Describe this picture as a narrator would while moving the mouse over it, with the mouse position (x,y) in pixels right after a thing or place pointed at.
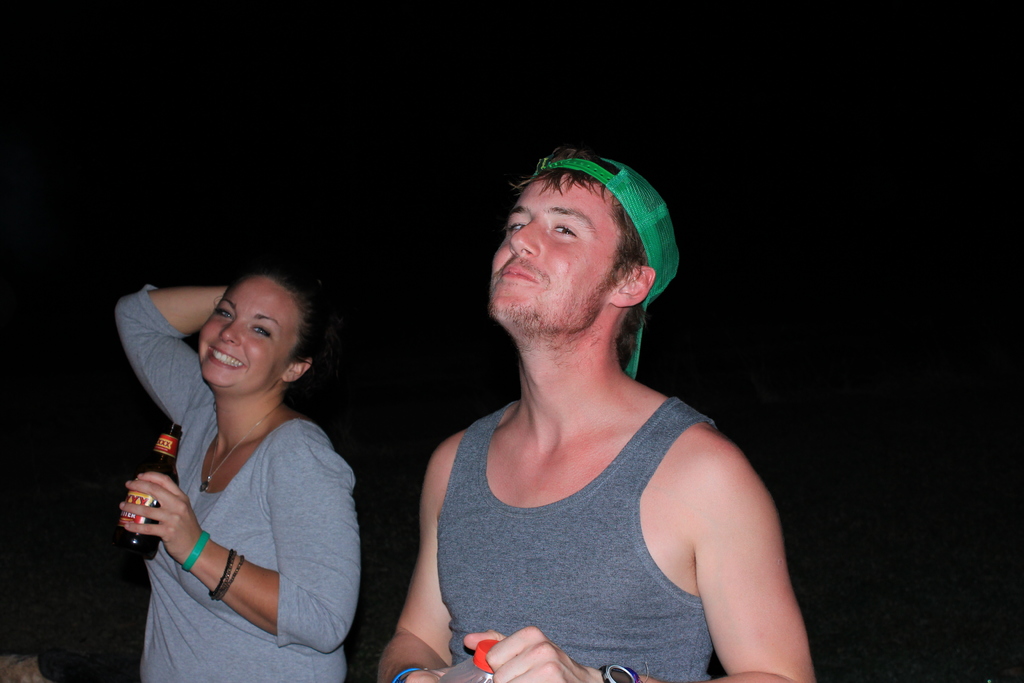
In this picture we can see there are two persons (295,580) holding the bottles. Behind the two persons (186,574), there is the dark background (421,476).
